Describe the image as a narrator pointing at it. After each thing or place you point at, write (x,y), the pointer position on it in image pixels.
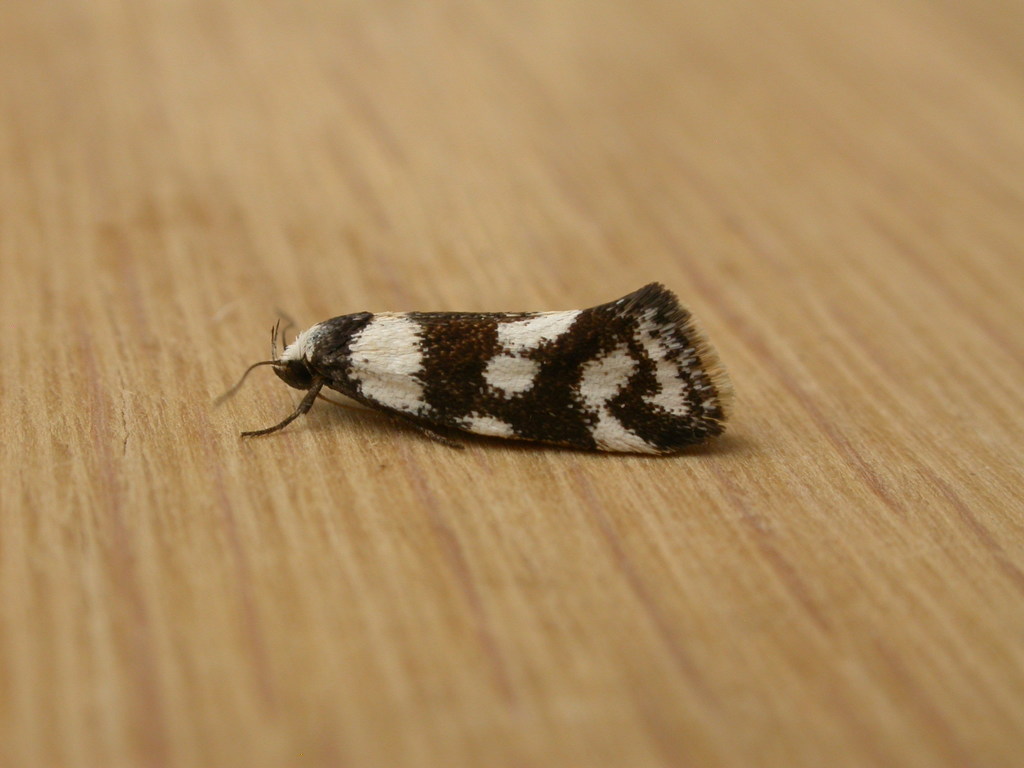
In this picture we can see an insect (604,429) on a wooden platform (209,560).
